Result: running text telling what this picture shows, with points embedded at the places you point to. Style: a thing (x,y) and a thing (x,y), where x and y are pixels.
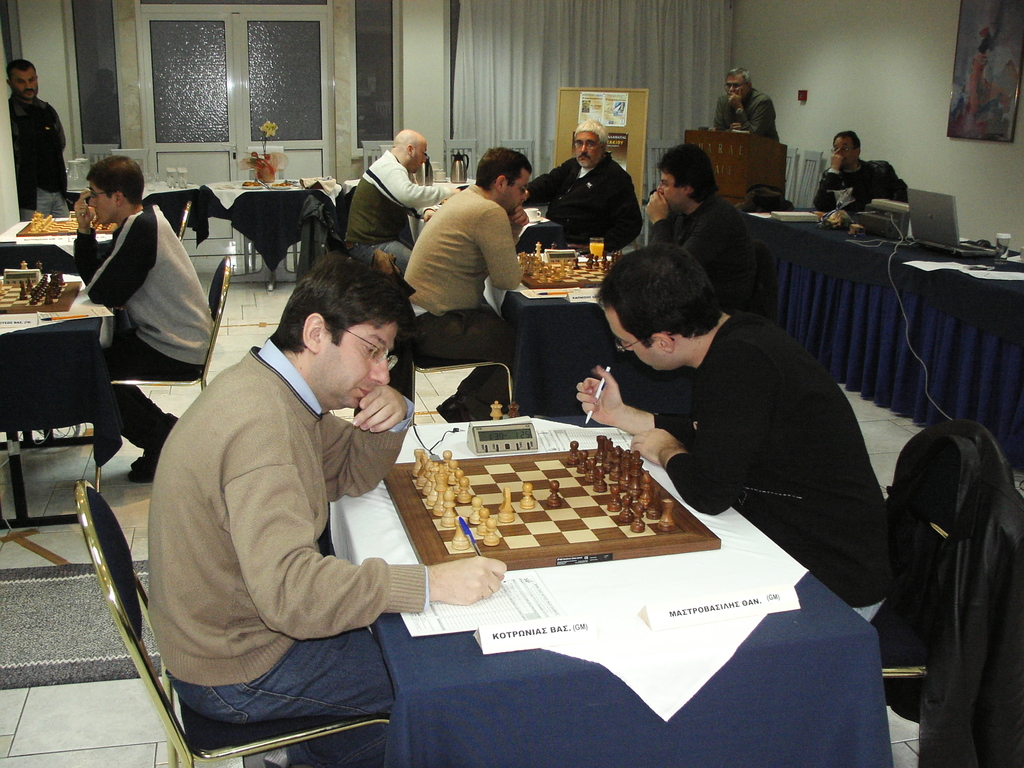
On the background (419,88) we can see door (282,75), curtain (596,46), wall (874,65) and a photo frame (956,76) over a wall (889,75). Here we can see few persons (827,410) sitting on chairs (350,730) in front of a table (567,404) and on the table (633,627) we can see chess board (517,547) and pieces (629,522) and also digital clocks (569,259) and also glass of juice (594,247). Here we can see one man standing in front of a podium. this is a table (954,282) and on the table (967,278) we can see papers (979,274), glasses (998,255). here we can see one man (861,189) sitting and here one man (21,69) is standing. this is a flower vase (269,165) on the table (270,216). This is a floor (60,695) and a carpet (60,642).
